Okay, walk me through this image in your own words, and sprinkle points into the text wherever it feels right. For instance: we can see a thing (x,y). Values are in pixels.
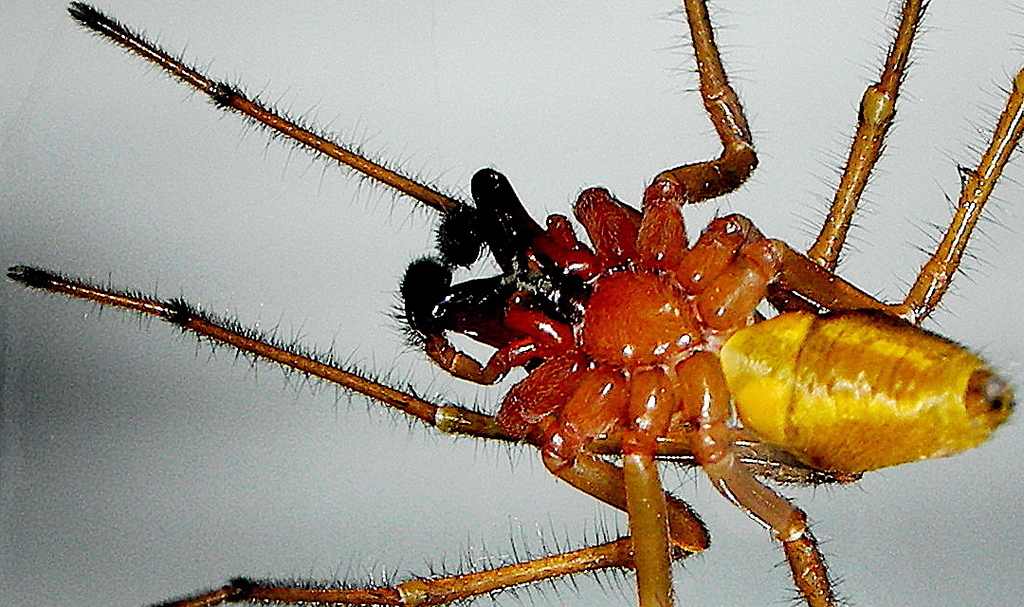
In this image I can see an insect (901,385) is on the white surface (249,440).
